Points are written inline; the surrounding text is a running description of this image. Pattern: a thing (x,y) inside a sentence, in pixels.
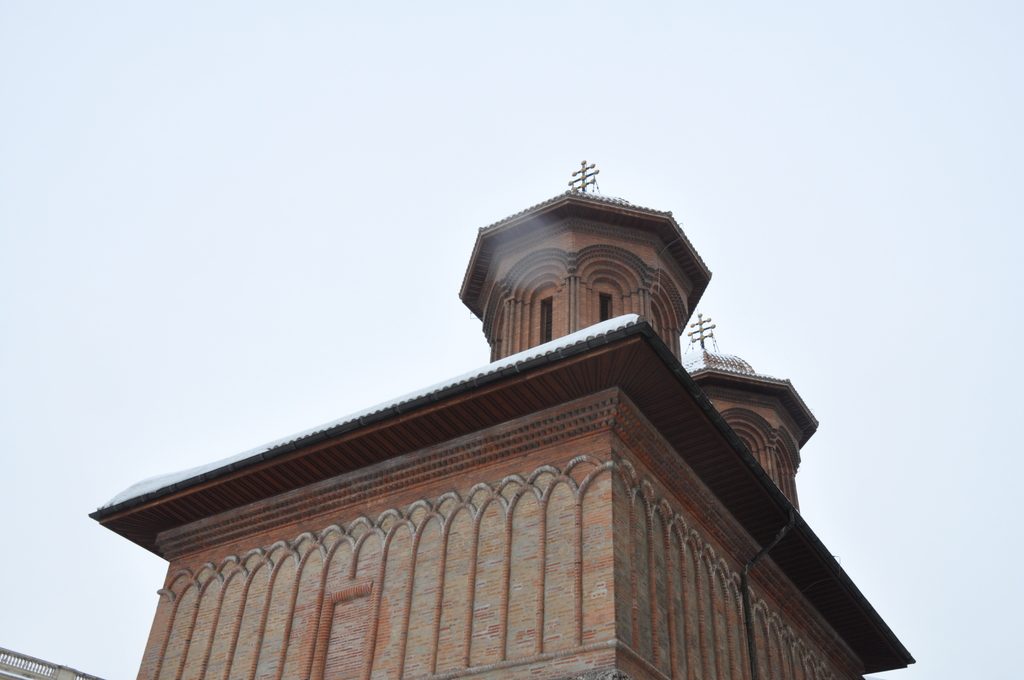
In the foreground of the picture (428,396) there is a building (637,668). At the top (475,137) it is sky (496,96).
